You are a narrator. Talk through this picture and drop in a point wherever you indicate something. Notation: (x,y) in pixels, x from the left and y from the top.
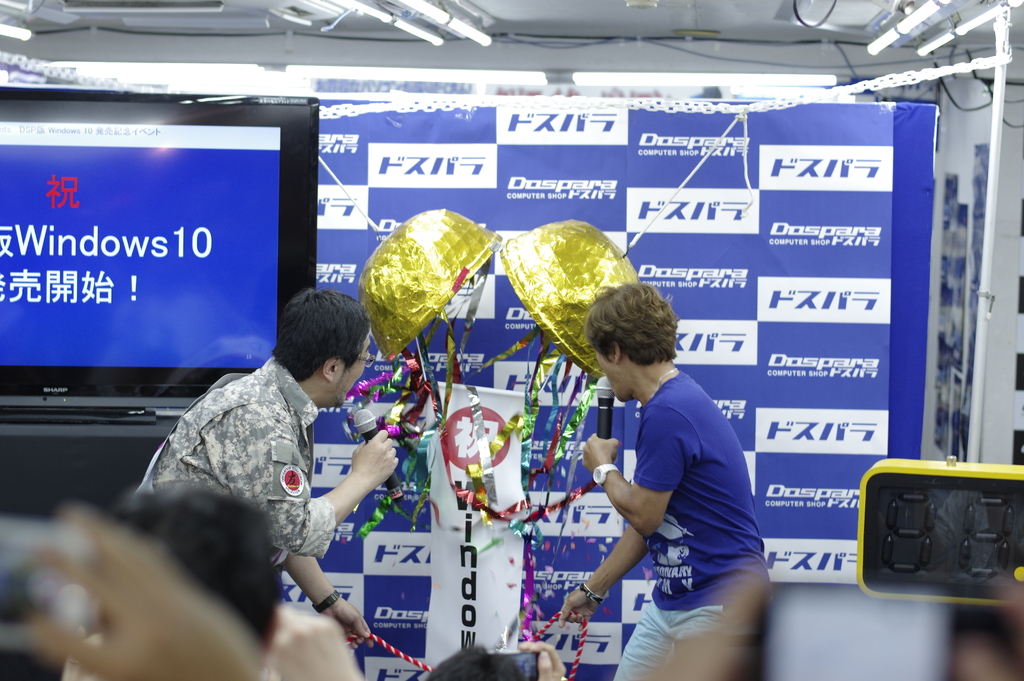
This image consists of two men (385,442) holding mics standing in the front (284,459). It looks like they are singing. In the middle (453,328), there is a banner (496,498). On the left (89,298), there is a screen (120,224). At the top (241,39), there is roof (300,10) along with lights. At the bottom (204,625), we can see few people (217,625).
